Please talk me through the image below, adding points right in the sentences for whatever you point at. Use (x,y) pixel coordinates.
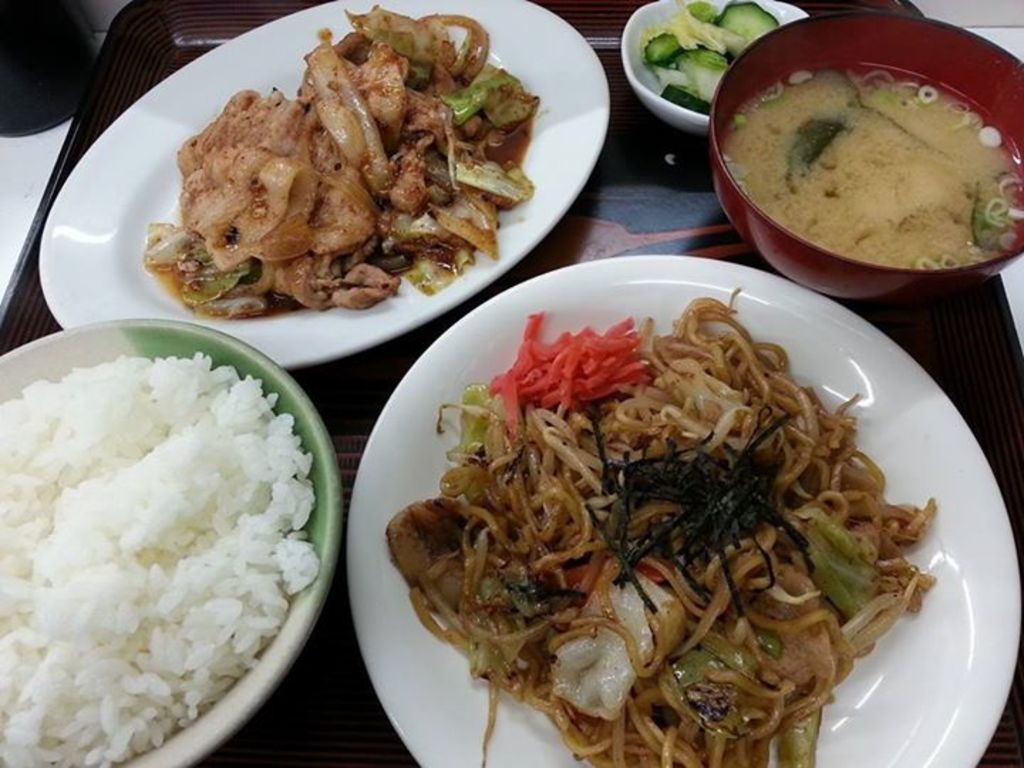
This is picture there are different food items (480,187) on the plates (916,654) and in the bowls (969,272). There are plates (547,316), bowls (836,296) in the tray (701,187). There is a tray (200,6) on the table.
